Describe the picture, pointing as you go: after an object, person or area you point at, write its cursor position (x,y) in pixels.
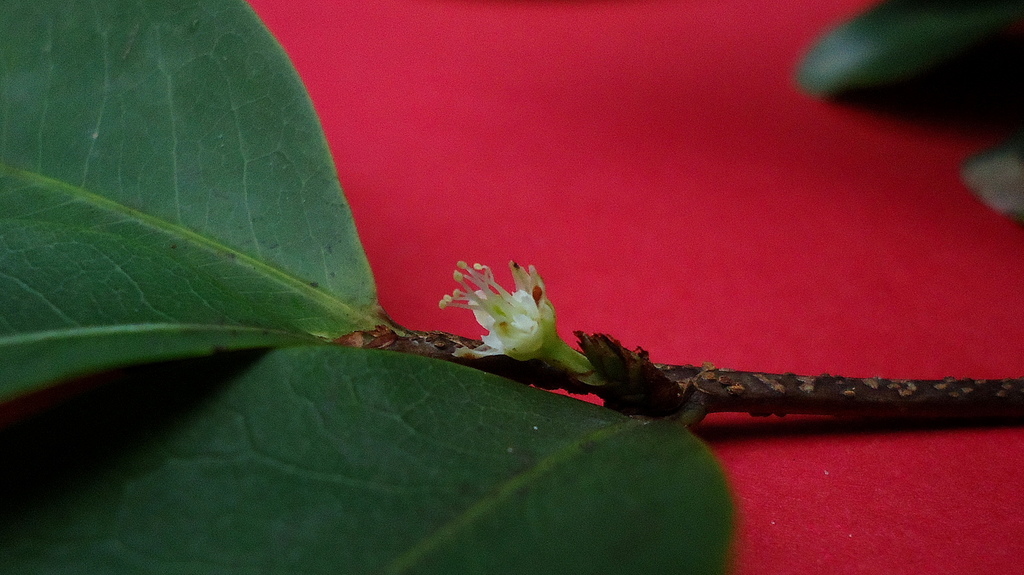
In this image there is a stem (670,387) having a flower (506,354) and leaves (460,392). The stem (729,383) is kept on the surface (810,355) which is in red color. Right top there is a leaf (895,79).
